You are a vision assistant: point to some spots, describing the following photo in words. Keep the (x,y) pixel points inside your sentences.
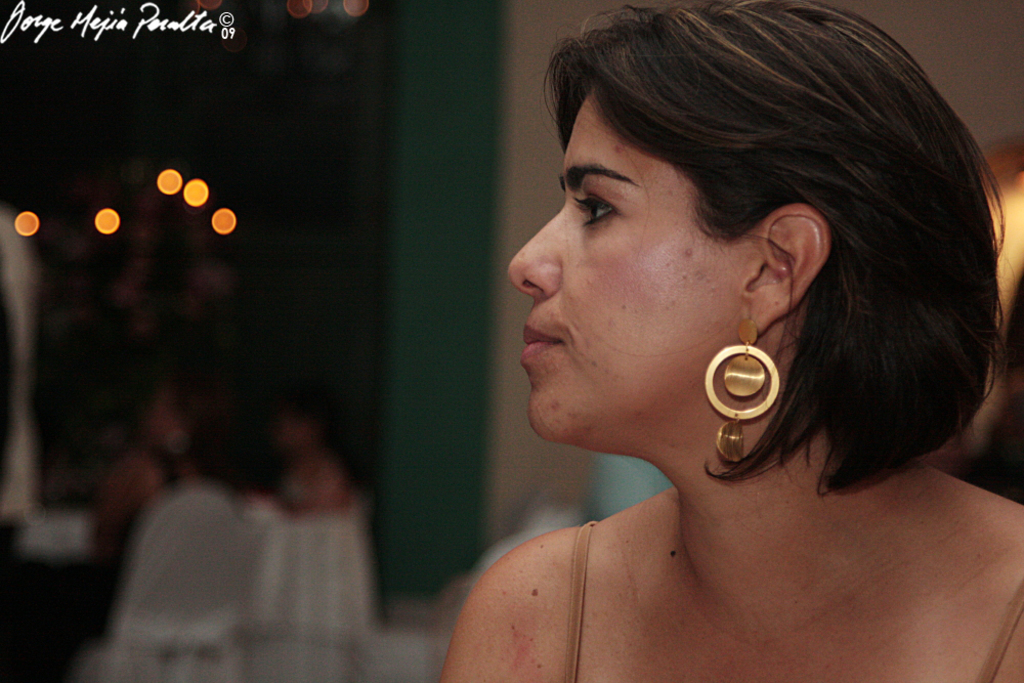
As we can see in the image on the right side (786,335) there is a woman (806,379). There are chairs (218,558), wall (416,381) and lights (114,220). The image is blurred.
